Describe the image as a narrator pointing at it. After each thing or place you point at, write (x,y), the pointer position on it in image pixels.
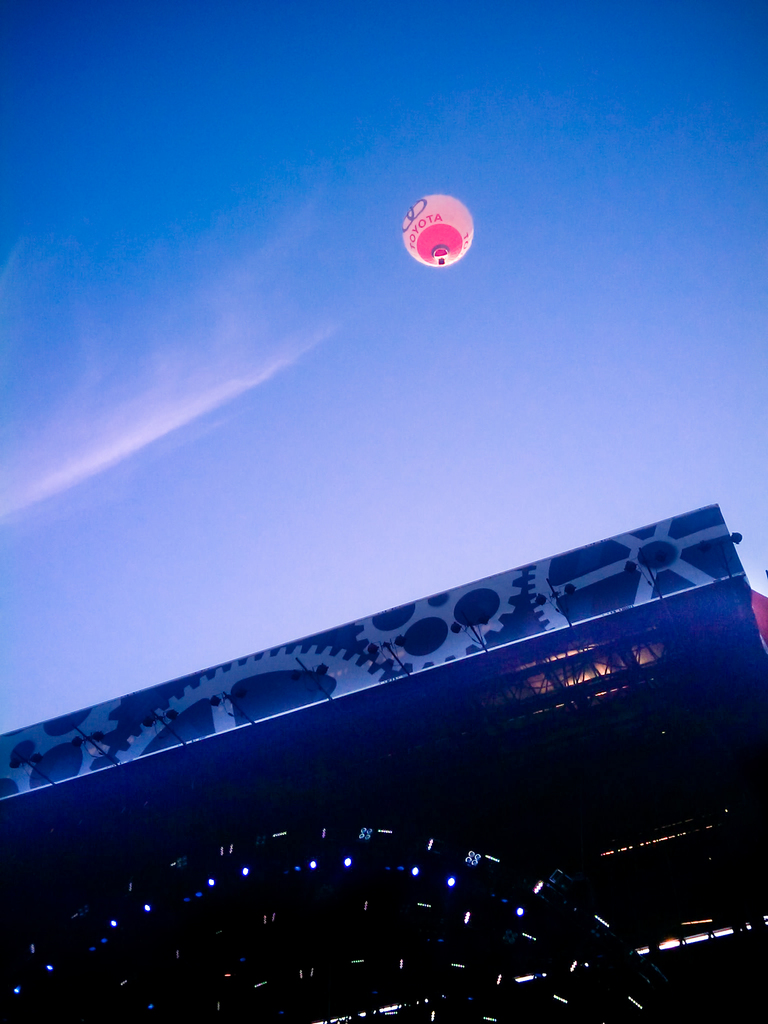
In this image in front (648,969) there is some object (343,899) with lights (671,946). There is a banner (490,619). On top of the image (442,198) there is a balloon (425,232) with some text (416,226) on it. There is sky (253,213).
